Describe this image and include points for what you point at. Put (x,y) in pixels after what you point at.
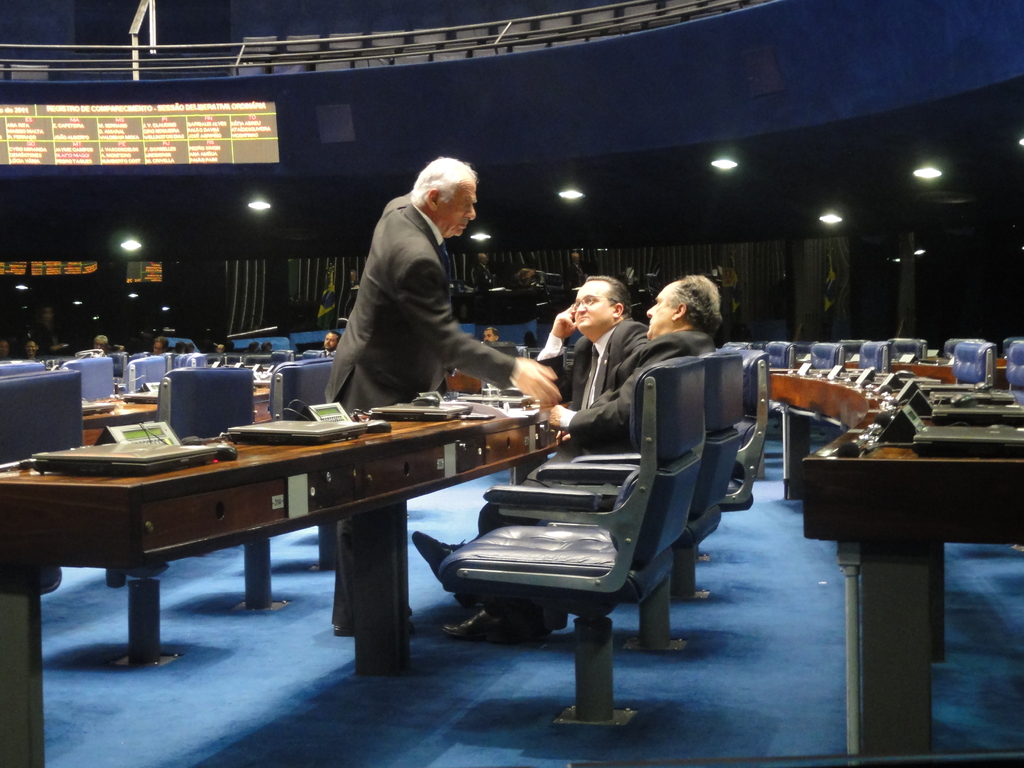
In this image there are three persons (547,385) two of them are sitting and one is standing in between them there is a table (302,454) on which there are laptops (126,446) and at the background of the image (355,273) there are also persons (329,351) sitting on the chair (511,343).
